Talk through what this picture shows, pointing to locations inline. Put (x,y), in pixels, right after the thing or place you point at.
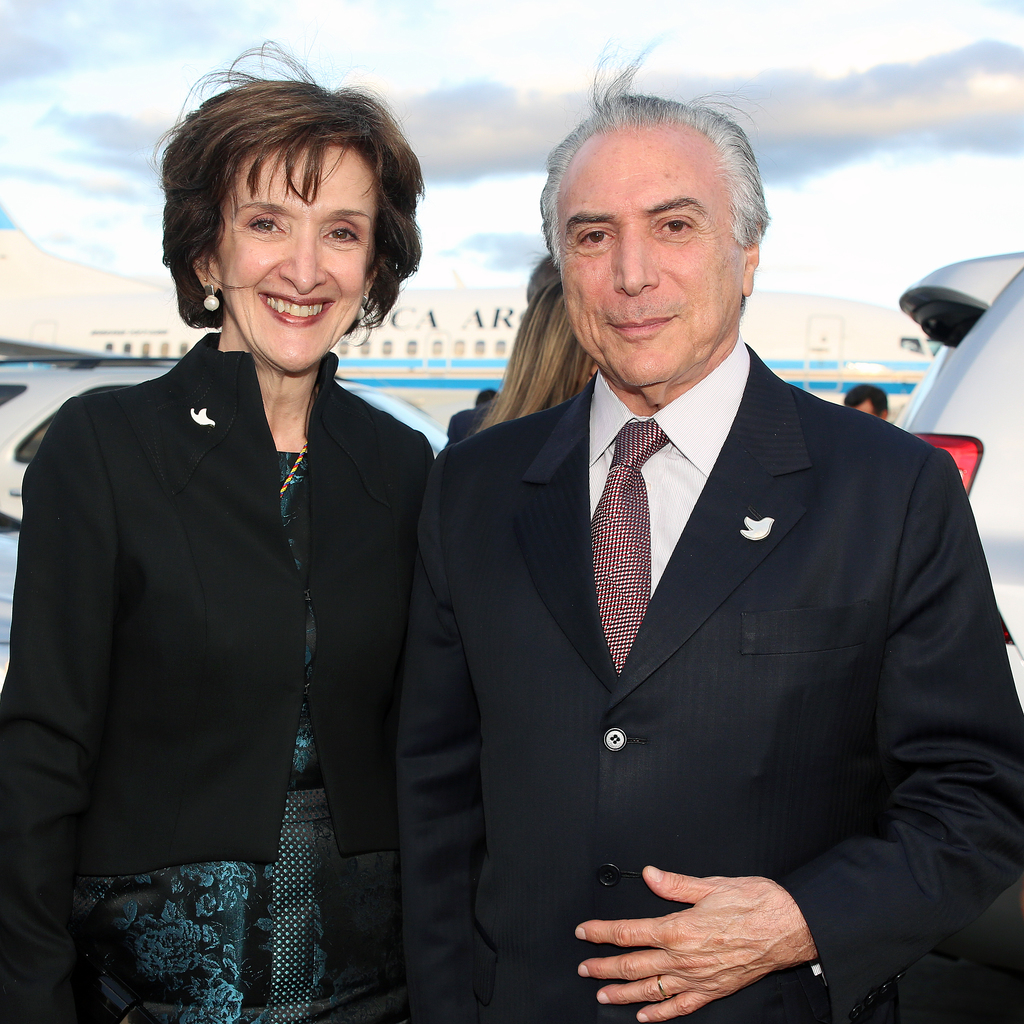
In this image I can see a man (634,686) and a woman (267,754) are standing, smiling and giving pose for the picture. The man (558,659) is wearing black color suit (768,729) and the woman (189,559) is wearing black color jacket (93,688). In the background (854,389) I can see two cars (950,398), few persons (877,395) and an aeroplane (428,348). On the top of the image (438,35) I can see the sky (472,105).
